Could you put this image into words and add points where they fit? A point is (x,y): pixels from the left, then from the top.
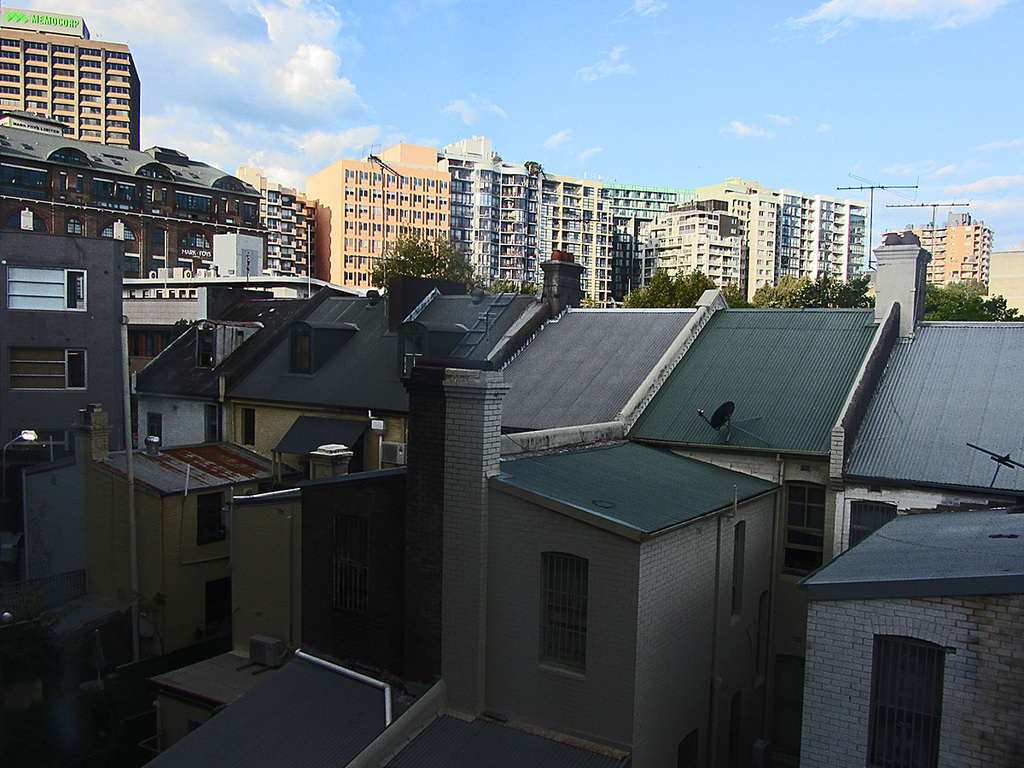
In this picture I see number of buildings (463,148) and number of trees (583,299). In the background (427,61) I see the sky (679,82).
